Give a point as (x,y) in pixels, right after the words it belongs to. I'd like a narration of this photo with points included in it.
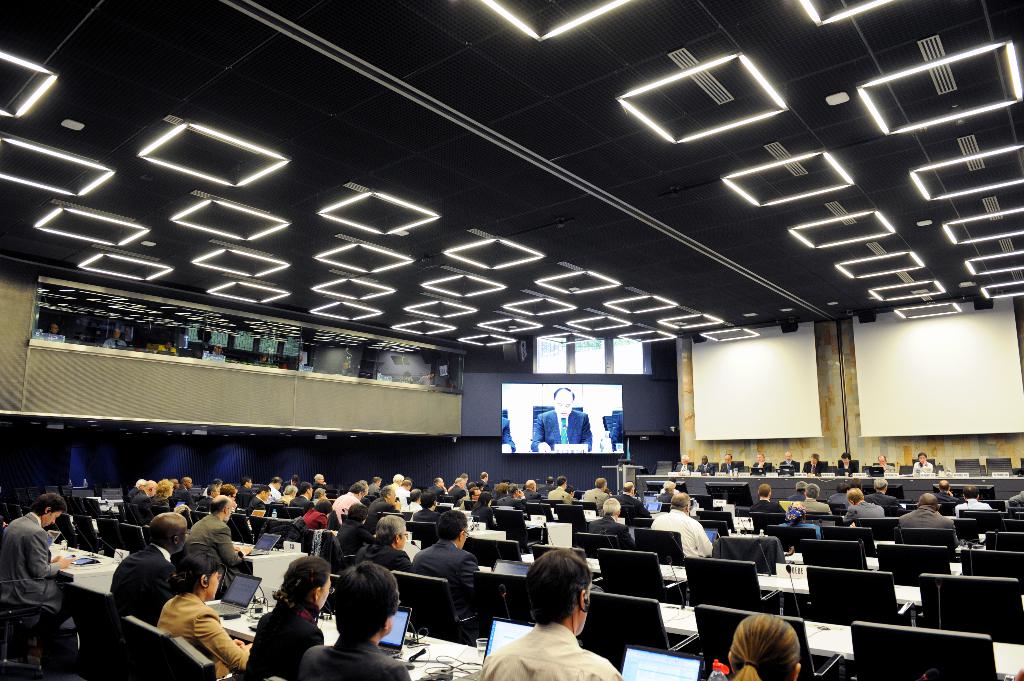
At the top (667,204) there is a ceiling (544,201). This is a screen (565,400). Here we can see people (153,568) sitting on the chairs (651,556). On the tables (832,630) we can see laptops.
